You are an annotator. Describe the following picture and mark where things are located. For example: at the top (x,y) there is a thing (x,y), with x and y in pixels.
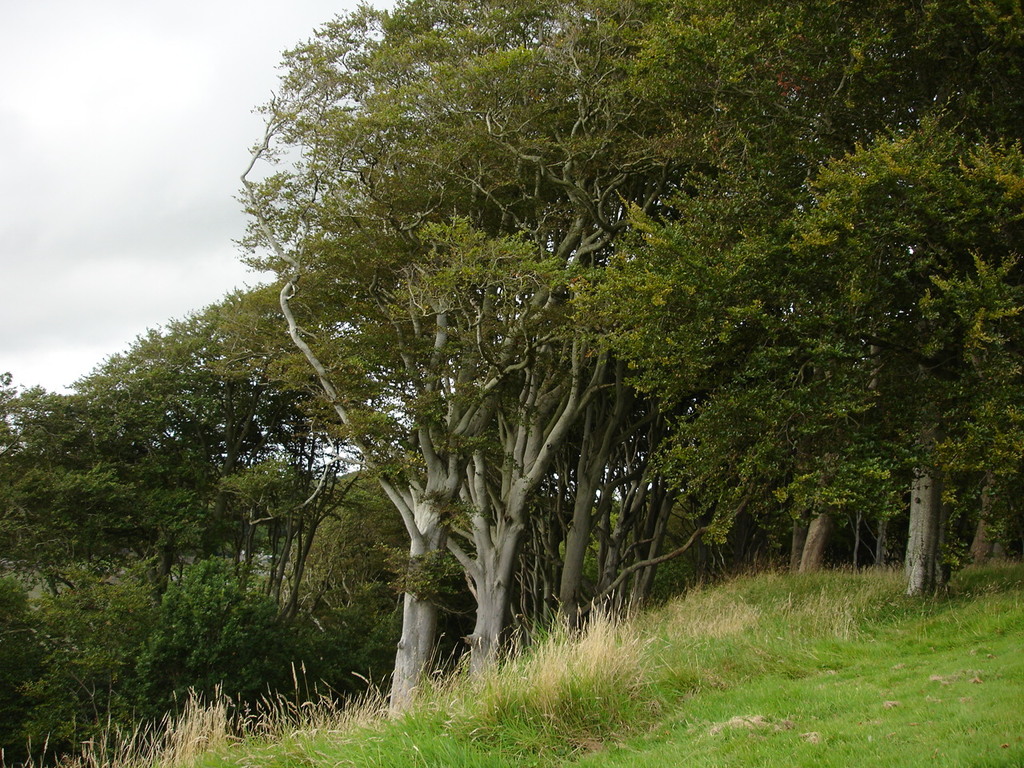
In this image we can see some trees (506,510), grass (564,699), plants (16,749), and the sky (271,49).
